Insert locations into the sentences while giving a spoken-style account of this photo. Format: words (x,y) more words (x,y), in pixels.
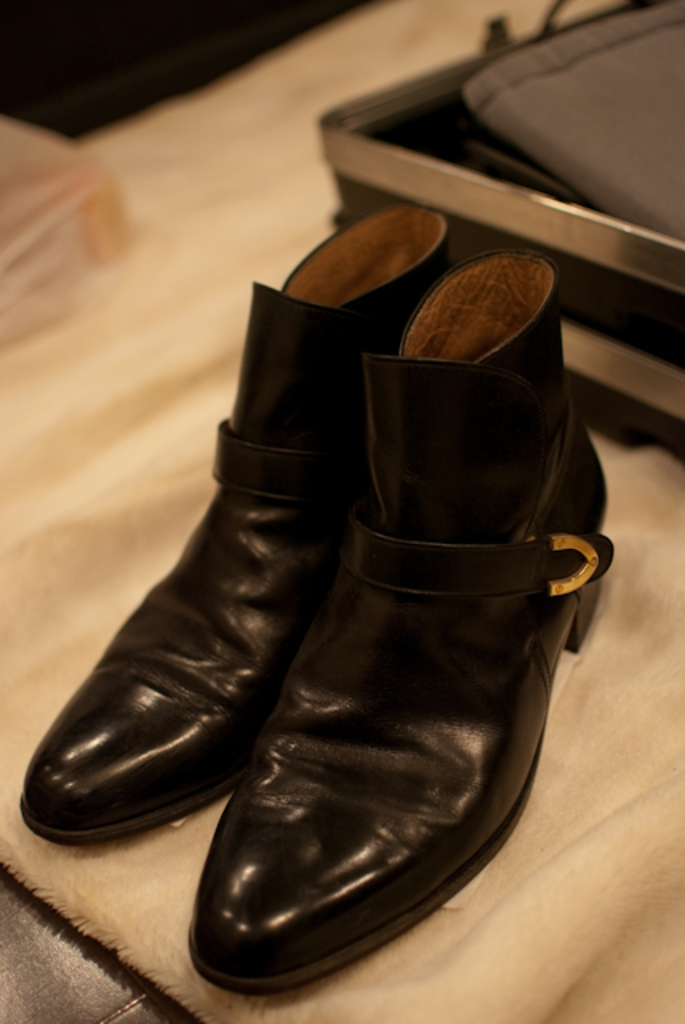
In the picture we can see a cream color mat (77,685) on it, we can see a pair of shoe (396,773) which is black in color and behind it, we can see a box (444,183) with a gray colored cloth (487,124) in it.
